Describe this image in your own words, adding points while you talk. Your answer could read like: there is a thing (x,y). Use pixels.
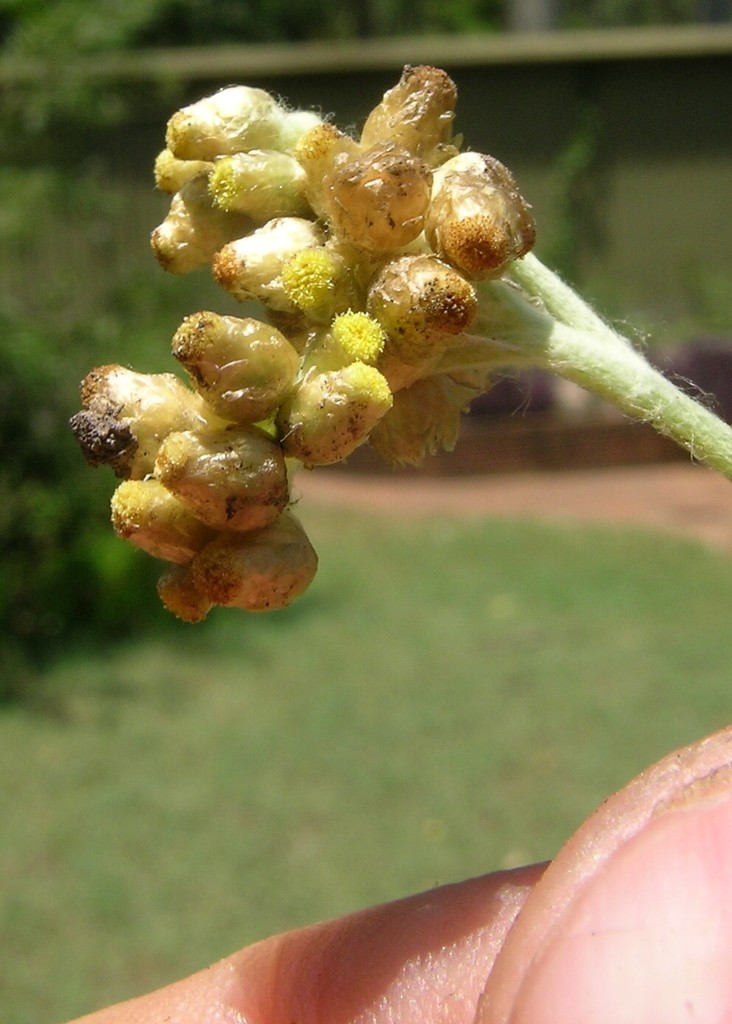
In this picture we can see the plant (273,355). These are the trees (69,527). And this is the grass (218,808).
